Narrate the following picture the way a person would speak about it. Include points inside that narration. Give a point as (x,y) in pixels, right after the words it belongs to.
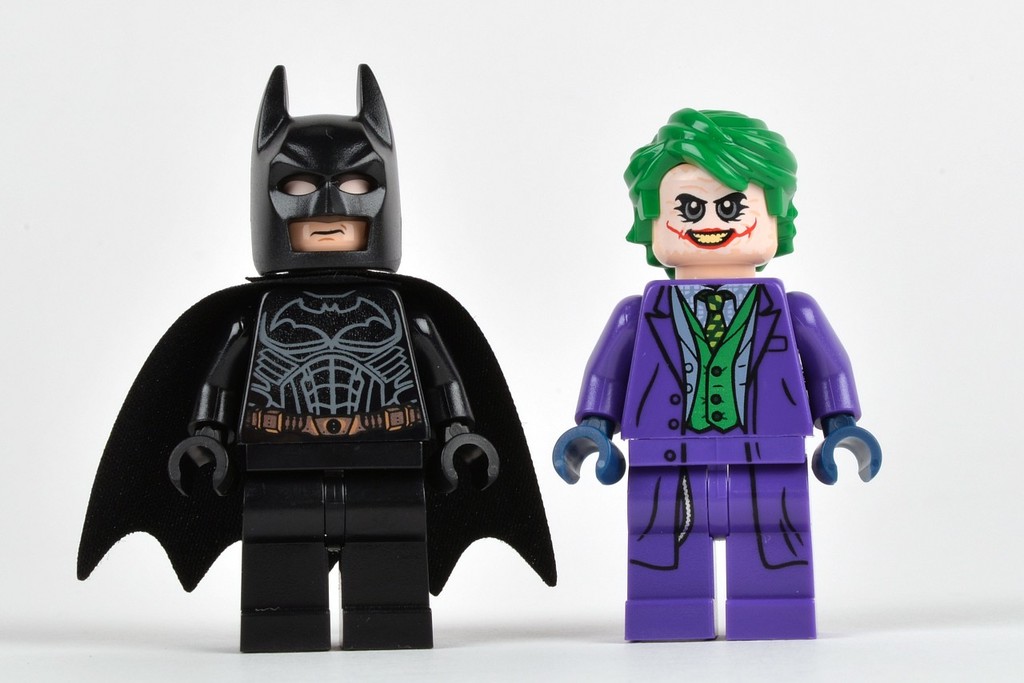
In this image I can see two toys (308,423) and they are wearing black, purple and green color dresses (696,340) and I can see white color background (56,30).
